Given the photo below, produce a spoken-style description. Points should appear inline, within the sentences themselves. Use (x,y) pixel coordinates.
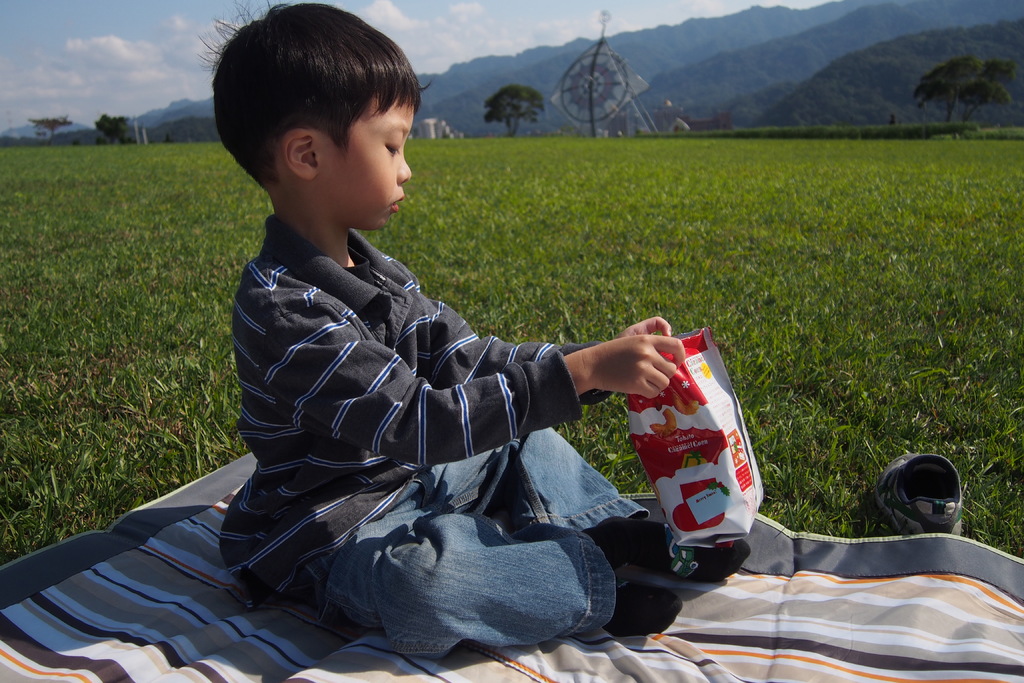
In this image we can see a boy (348,421) is sitting. He is wearing T-shirt (418,432), jeans (512,529) and carry bag (721,474) in his hand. We can see one shoe (922,499) on the right side of the image (919,481). In the background (595,235), we can see grassy land (508,227), trees (119,133), mountains (550,78) and one object (610,95). At the top of the image (38,28), we can see the sky (169,19) with some clouds (501,30). At the bottom of the image (709,650), we can see a cloth (613,640).
